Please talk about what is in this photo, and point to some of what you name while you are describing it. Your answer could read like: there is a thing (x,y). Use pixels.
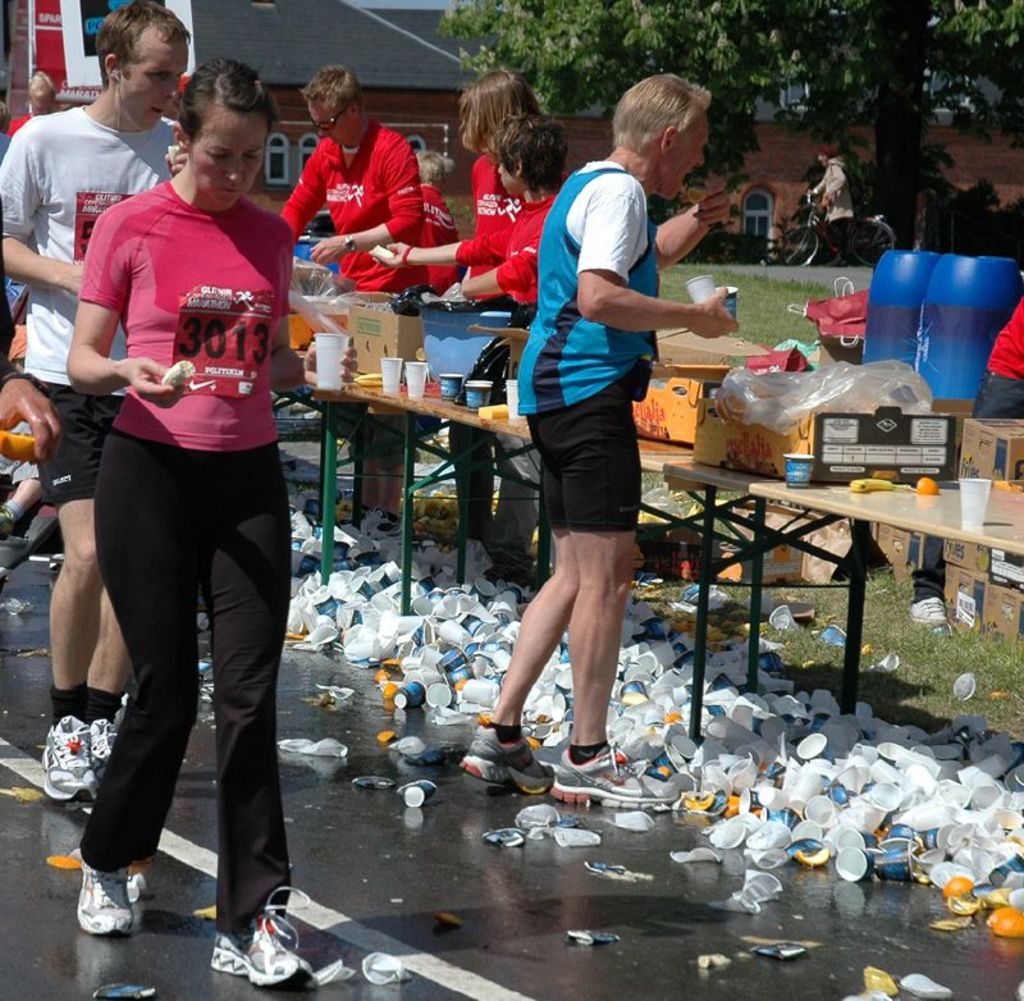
This image is taken outdoors. At the bottom of the image (435,868) there is a road (340,950) and there are many used cups (409,650) and fruit peels (1003,900) on the road (398,876). On the left side of the image (275,476) a man (118,84) and a woman (187,413) are walking on the road (184,786) and a woman (202,443) is holding a fruit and a glass (327,357) in her hands (310,362). In the background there is a building (432,117). There is a tree (759,68) and there are a few boards (84,53) with text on them. A man (839,182) is riding the bicycle (820,231). In the middle of the image (490,490) a few people (372,169) are standing and there are a few tables (703,468) with many things (938,464) on them. On the right side of the image (920,442) there are a few cardboard boxes (965,623). There is a man (1023,387) and there are two drums (906,361).
